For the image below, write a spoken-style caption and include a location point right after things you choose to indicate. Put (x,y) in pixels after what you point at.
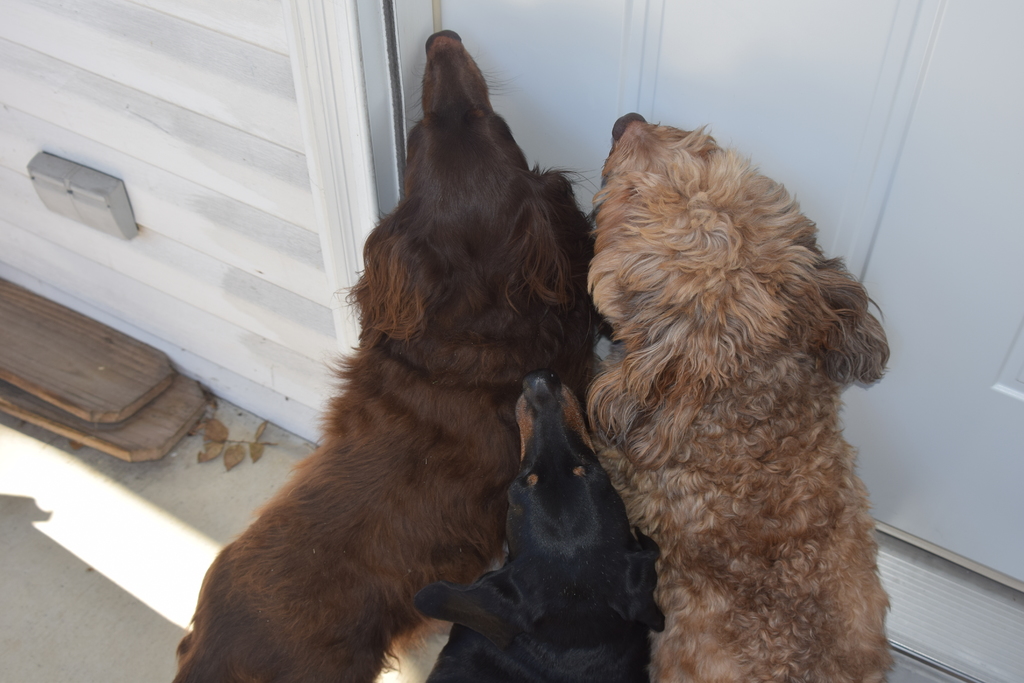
In this picture there are dogs (427,425) in the center of the image (448,276), in front of a door (577,112) and there are wooden sticks (143,422) on the left side of the image (203,405).
